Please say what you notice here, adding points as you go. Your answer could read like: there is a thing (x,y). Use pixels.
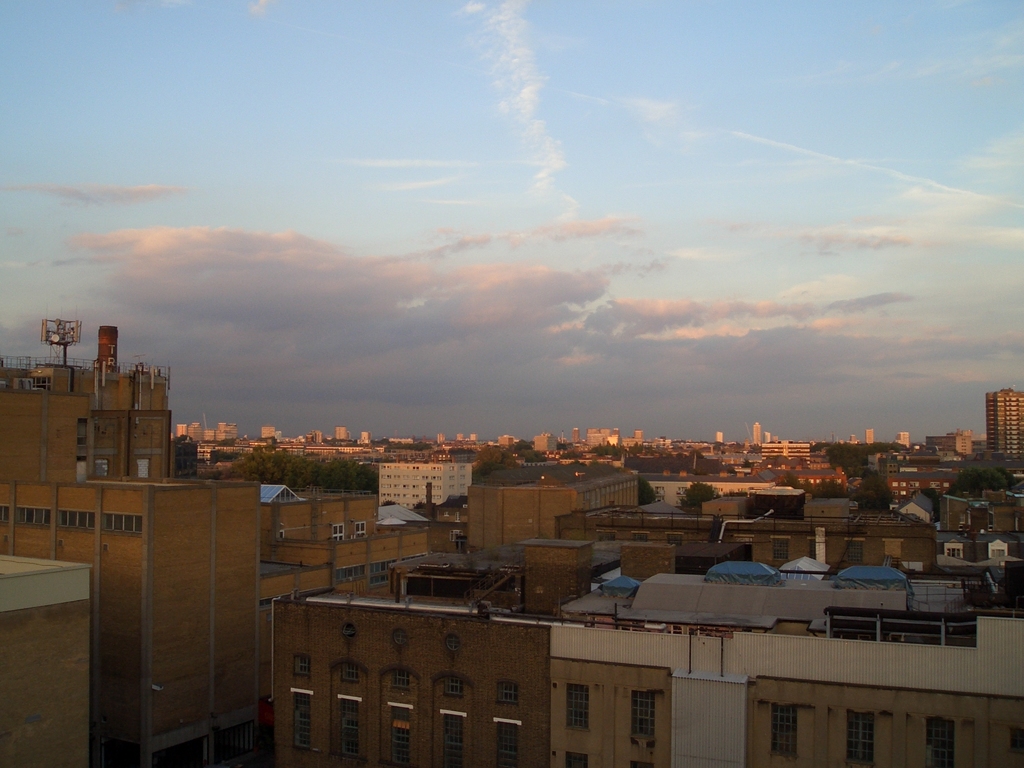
In this picture we can see few buildings (544,497), trees (878,496) and clouds (484,294).
